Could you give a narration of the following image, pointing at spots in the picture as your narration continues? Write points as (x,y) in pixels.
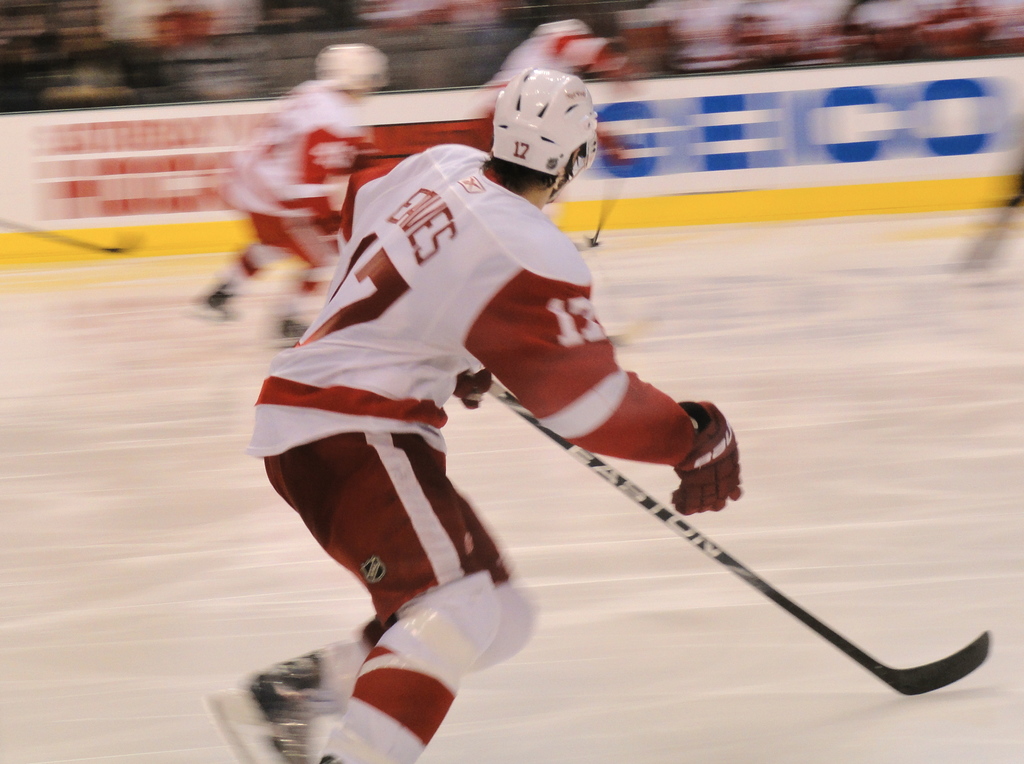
In this image I can see a person (549,314) holding sticks (591,458) and wearing helmet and running on floor (775,345) and in the middle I can see the fence (898,81).
